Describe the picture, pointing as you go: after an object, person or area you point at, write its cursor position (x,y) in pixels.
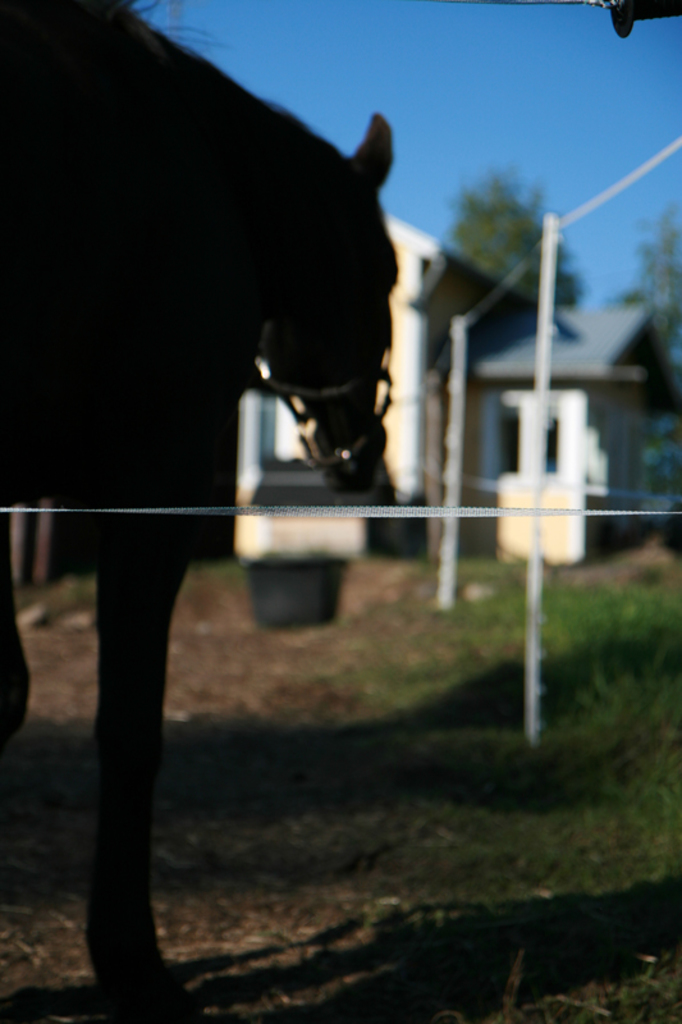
In this picture there is a horse (3,491) standing. At the back (560,444) there is a building (401,382) and there are trees (675,328) and there is a bucket (312,560). On the right side of the image (460,524) there are poles (457,370). In the foreground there is a rope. At the top (462,91) there is sky (575,28). At the bottom (322,886) there is ground (342,815) and there is grass (484,718).
